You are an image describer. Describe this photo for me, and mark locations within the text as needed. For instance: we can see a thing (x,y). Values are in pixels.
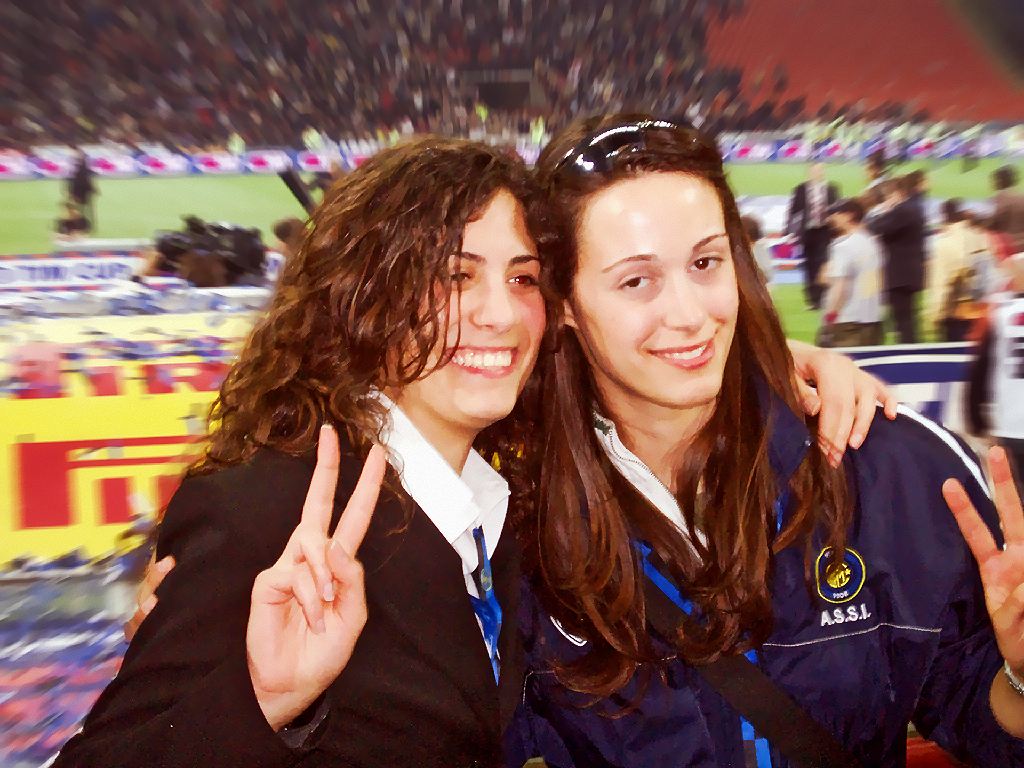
This is the picture of two ladies (470,362) who are standing and smiling, behind there are some other people (317,31) and some other things (272,282) around.
